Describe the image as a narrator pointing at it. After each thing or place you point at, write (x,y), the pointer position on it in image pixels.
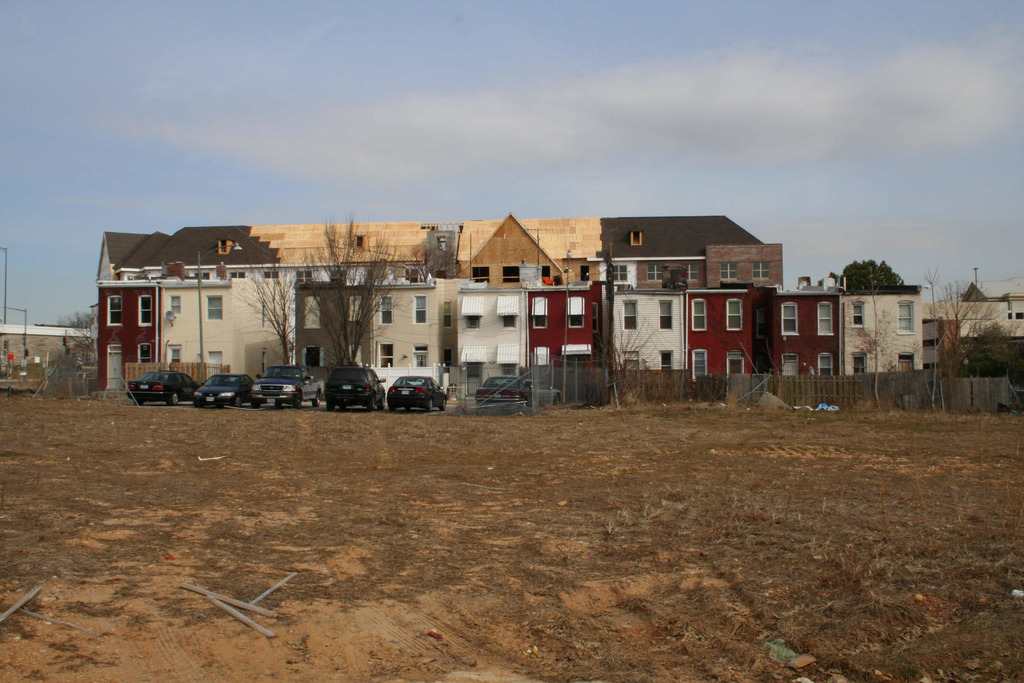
In this image I can see few cars (280,404) in-front of the building (319,330). To the side there is a railing (731,385). In the background (148,312) I can see the trees (337,363) and the building (208,335) is in white, cream, maroon and grey color. And there is a sky (426,64) in the back (393,157).
